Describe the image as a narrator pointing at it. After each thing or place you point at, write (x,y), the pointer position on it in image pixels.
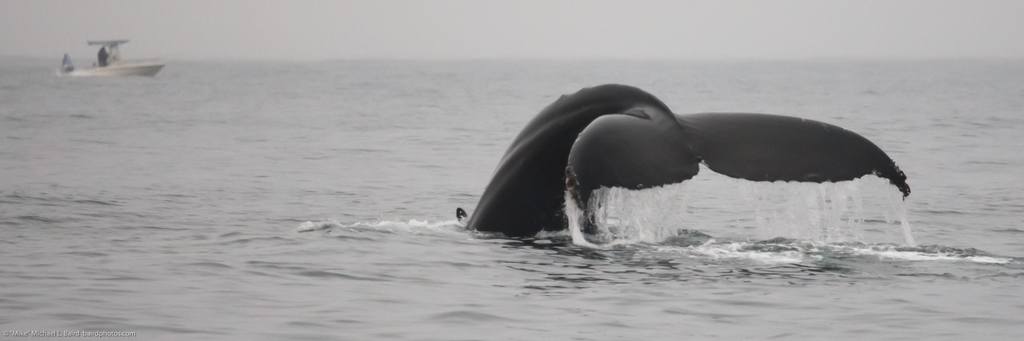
It is the black and white image in which there is a whale (535,145) going into the water (430,278). In the background (119,63) there is a boat (104,66).
